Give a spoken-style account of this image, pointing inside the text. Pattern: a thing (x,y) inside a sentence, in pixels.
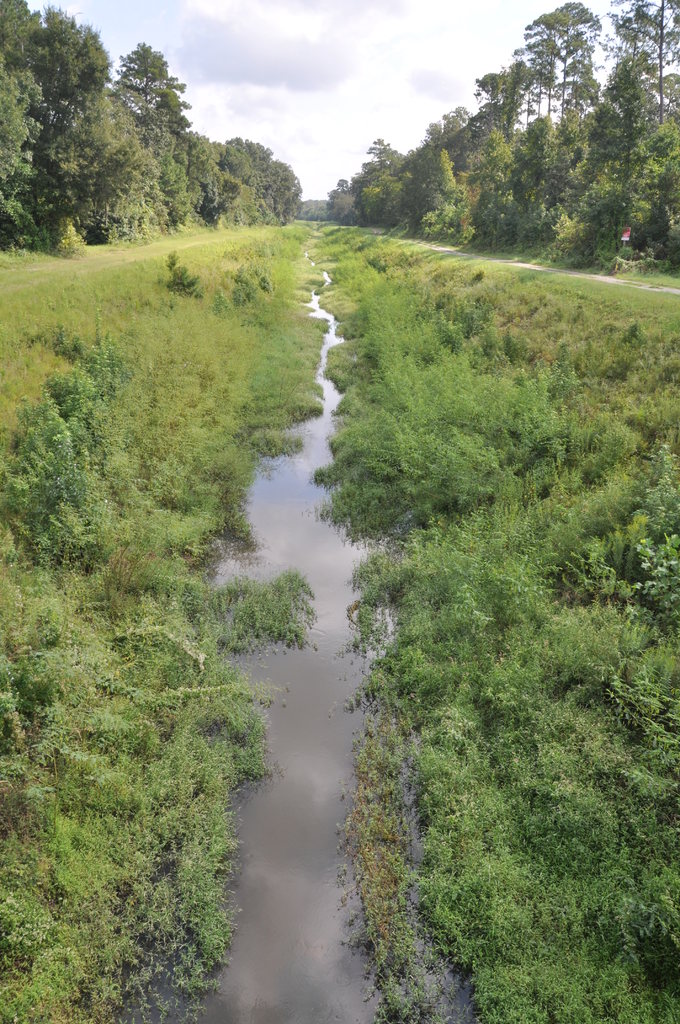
There is water (285,475), grass (218,378) and trees (433,150) on the either sides.
